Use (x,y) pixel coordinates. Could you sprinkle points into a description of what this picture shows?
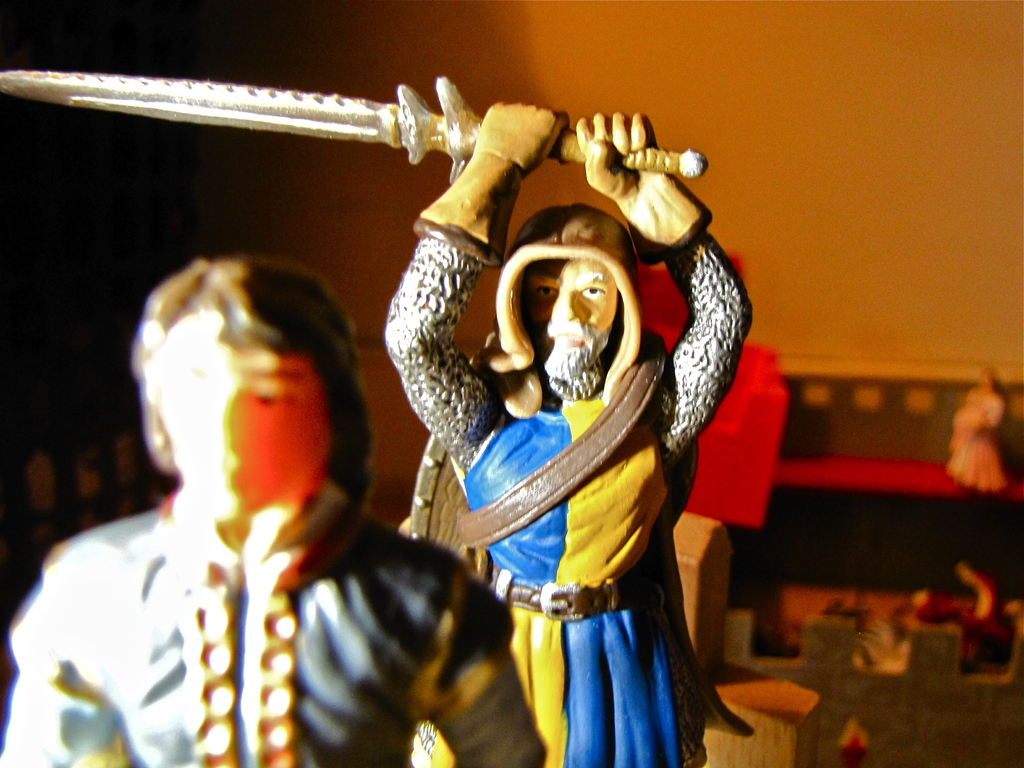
In this image, we can see toys (625,566). Background (967,742) there is a blur view. Here we can see wall (811,327), few objects (821,471) and toys (766,521).
